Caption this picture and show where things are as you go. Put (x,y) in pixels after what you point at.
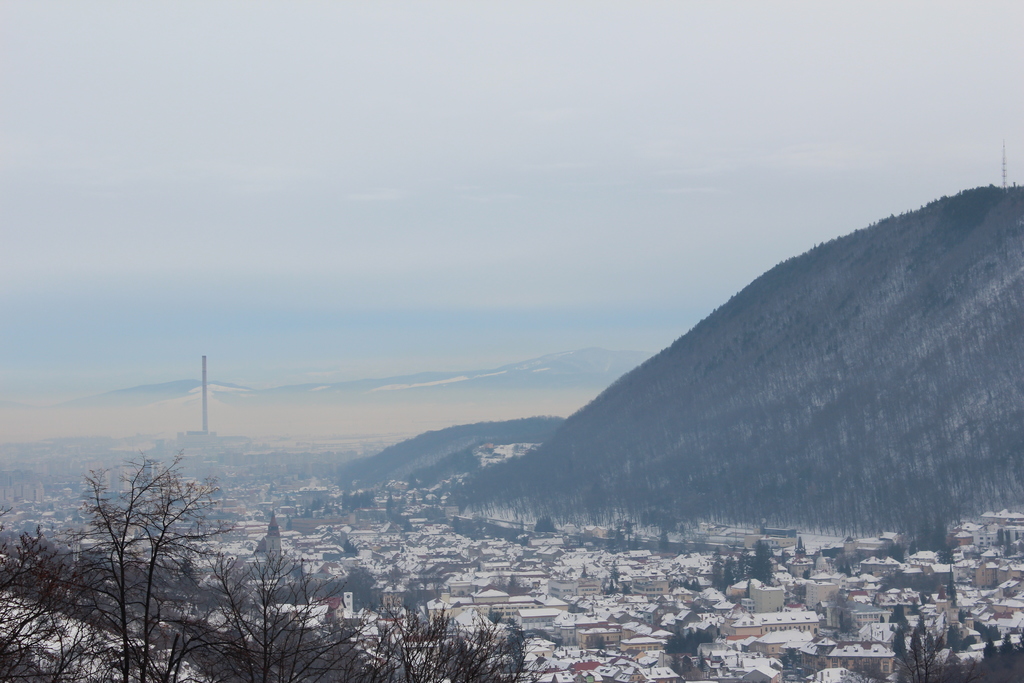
In this image at the bottom (480,548) there are some houses (995,588), buildings (341,613) and trees (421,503) and on the right side (878,379) and in the background (450,377) there are some mountains (470,438). At the top of the image (453,159) there is sky (489,201).
